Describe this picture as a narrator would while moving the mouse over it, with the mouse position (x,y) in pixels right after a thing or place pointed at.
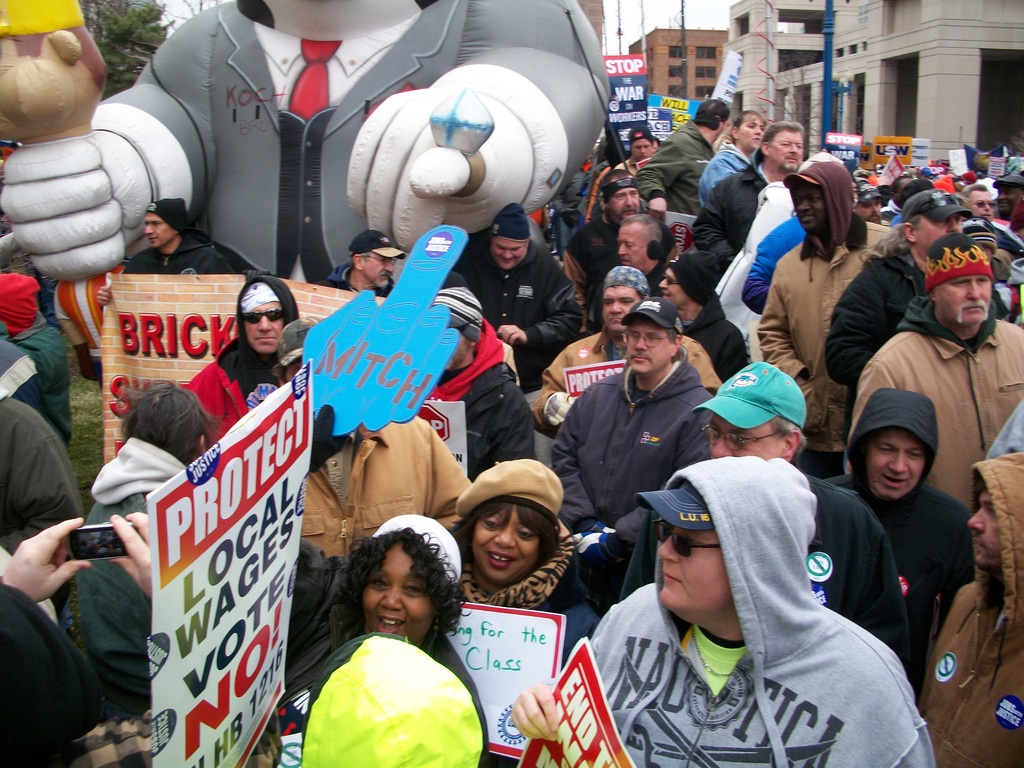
In this picture we can see a group of people (579,484), posters (653,119), poles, camera (92,549), grass (89,413), trees (143,50), some objects (513,91) and in the background (974,89) we can see buildings (974,94) and the sky (612,23).
